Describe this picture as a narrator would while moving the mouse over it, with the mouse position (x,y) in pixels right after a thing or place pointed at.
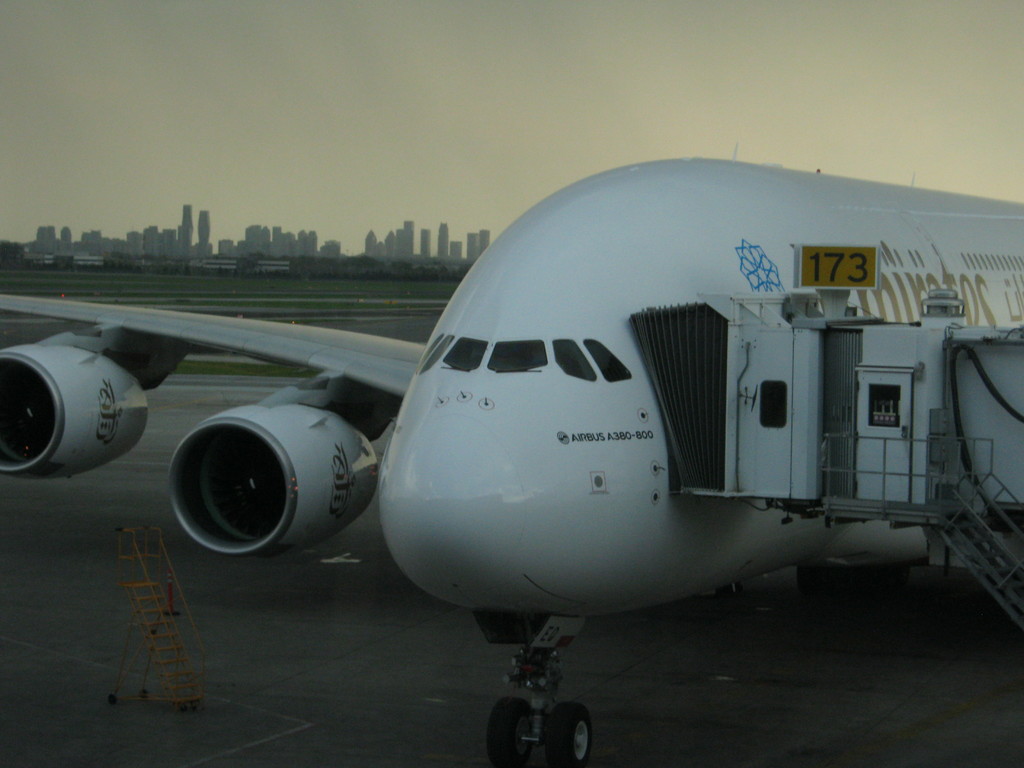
In this picture we can see an aircraft (180,491) on a runway (181,403). There is a stand (118,687) visible on the left side (123,657). We can see some greenery (341,264) and the buildings (228,255) in the background (313,238). We can see the sky (524,87) on top of the picture (552,159).
